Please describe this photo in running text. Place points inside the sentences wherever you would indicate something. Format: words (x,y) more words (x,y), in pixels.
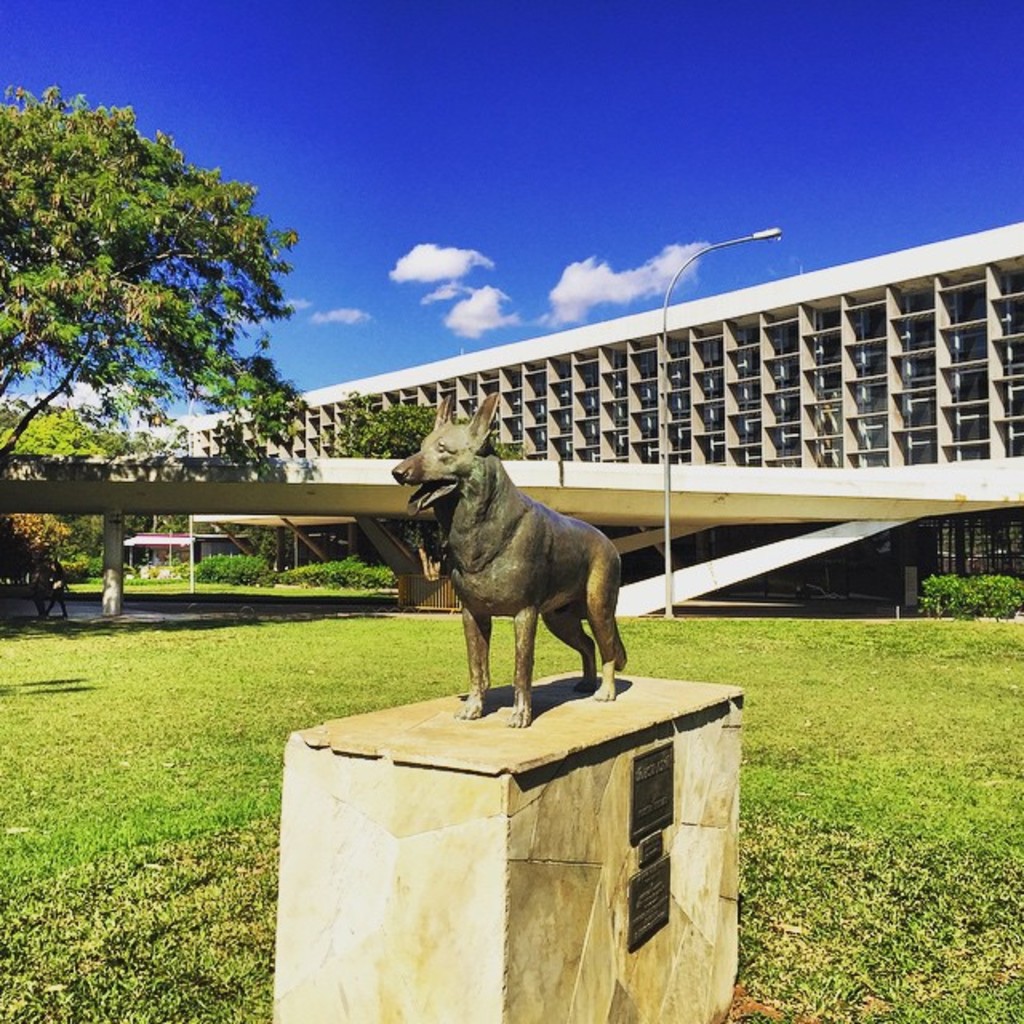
In the foreground of this picture (602,707), there is a statue (504,601) of a dog (504,601) on the stone (663,977). In the background (684,302), there is a pole (666,369), fly over (622,484), building (567,417), tree (139,377), sky (441,323) and the cloud (453,314).
